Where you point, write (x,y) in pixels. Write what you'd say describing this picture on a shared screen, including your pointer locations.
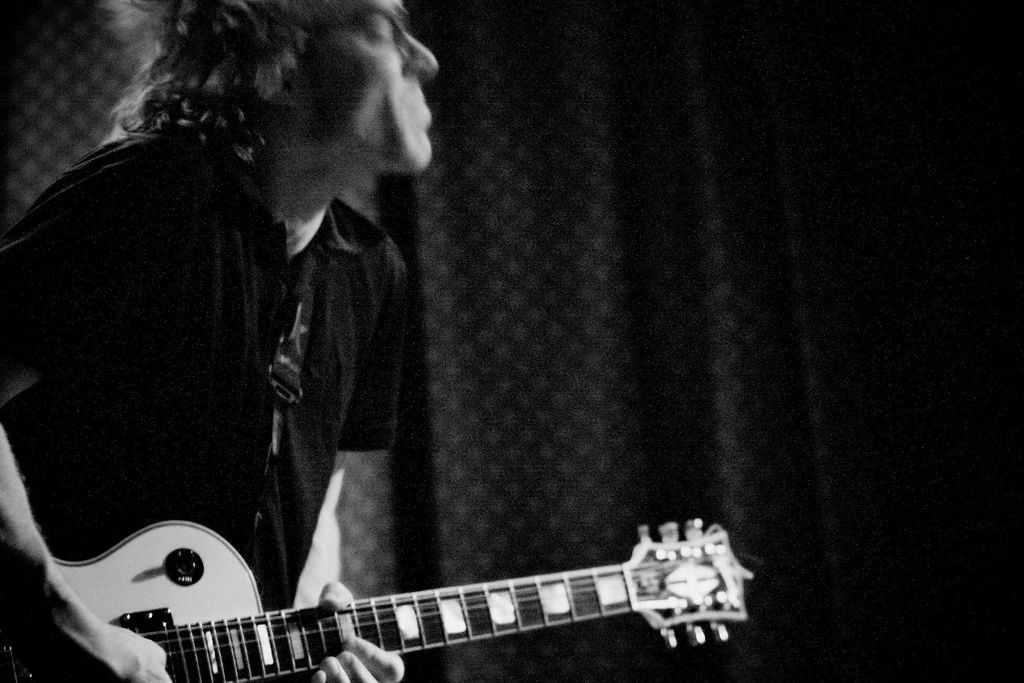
In this image, a boy (125,307) holding a music instrument (419,614) and in the background (550,244) there is a black color curtain (722,287) covering a wall (514,309).
